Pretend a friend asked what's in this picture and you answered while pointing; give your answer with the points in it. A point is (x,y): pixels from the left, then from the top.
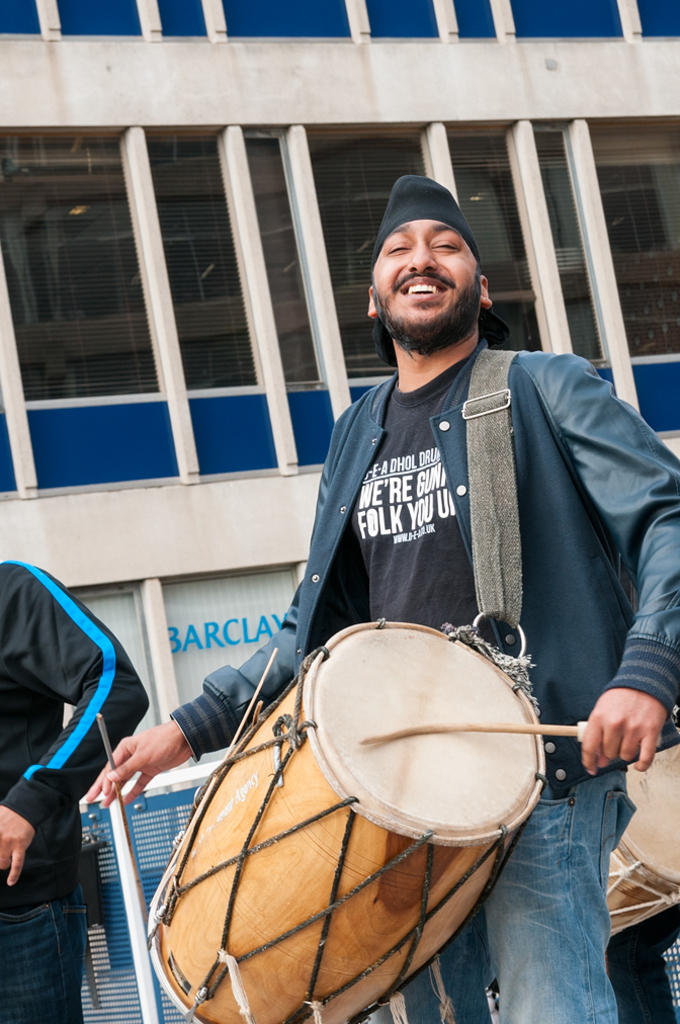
In the picture we can see one man (367,407) holding a drum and playing it, beside the man (358,405) there is one more person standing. In the background (118,303) we can find a building (301,409) of pillars (341,402), some name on it barclay.
